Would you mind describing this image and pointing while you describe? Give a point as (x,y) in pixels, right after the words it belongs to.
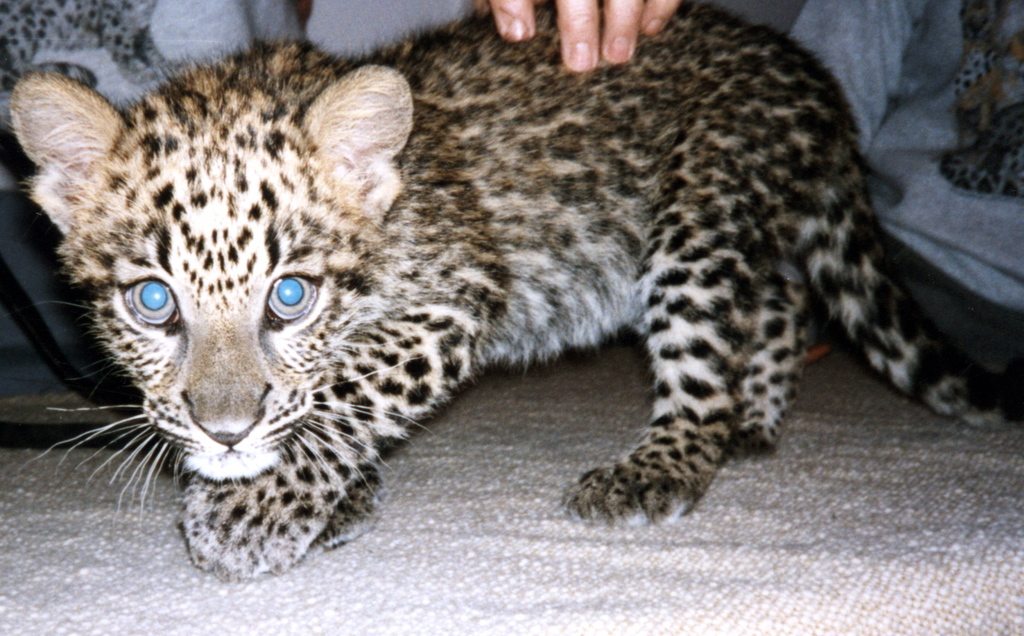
In this image we can see a person's hand (570,16) on the cub (333,294).
